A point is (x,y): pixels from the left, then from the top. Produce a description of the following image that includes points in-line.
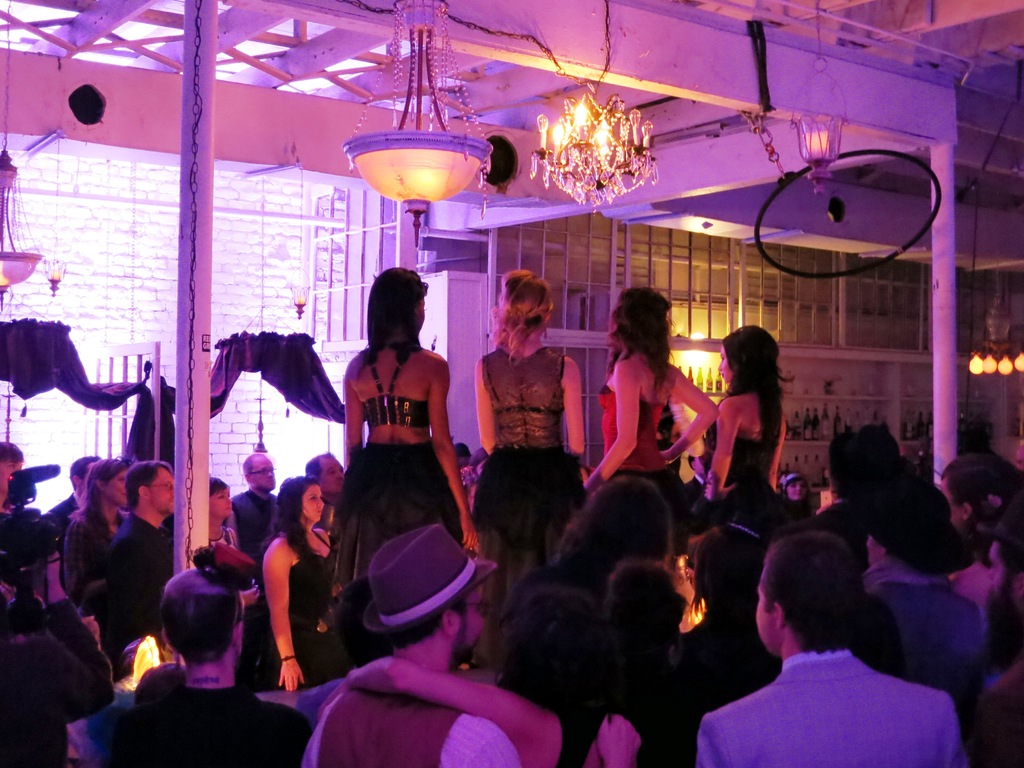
In this image we can see some persons (483,614), poles (210,33) and other objects (63,388). In the background of the image (114,488) there are some persons (400,397), glass windows (321,330), lights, bottles (691,377), chandelier (995,351) and other objects (806,357). At the top of the image (581,128) there is the ceiling (389,37) with iron objects (81,33), chandelier (369,141) and other objects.
